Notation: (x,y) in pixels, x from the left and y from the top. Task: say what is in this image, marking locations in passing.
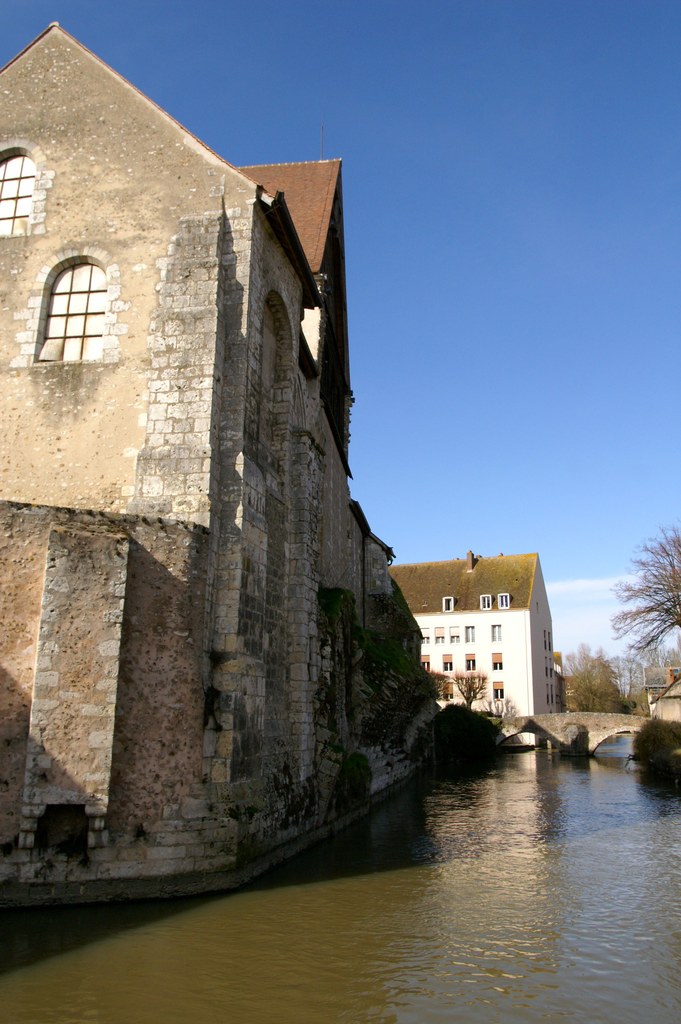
In this image there are few buildings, trees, water (570,888) and the sky (514,427).
